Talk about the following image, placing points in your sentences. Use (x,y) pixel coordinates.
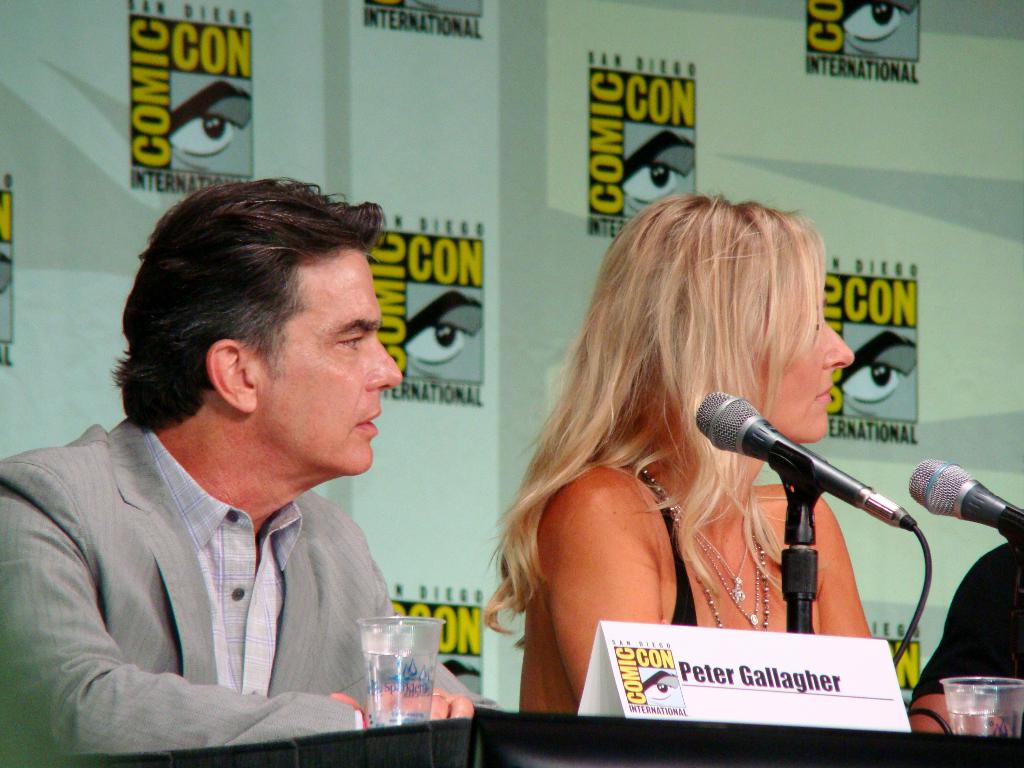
In this picture we can see there are two people (332,549) are sitting and in front of the people (85,740) there is a table (709,754) and on the table (663,753) there are glasses (367,682), name board (743,669), cable (907,520) and microphones (981,516). Behind the people (61,534) there is a banner (476,327).
